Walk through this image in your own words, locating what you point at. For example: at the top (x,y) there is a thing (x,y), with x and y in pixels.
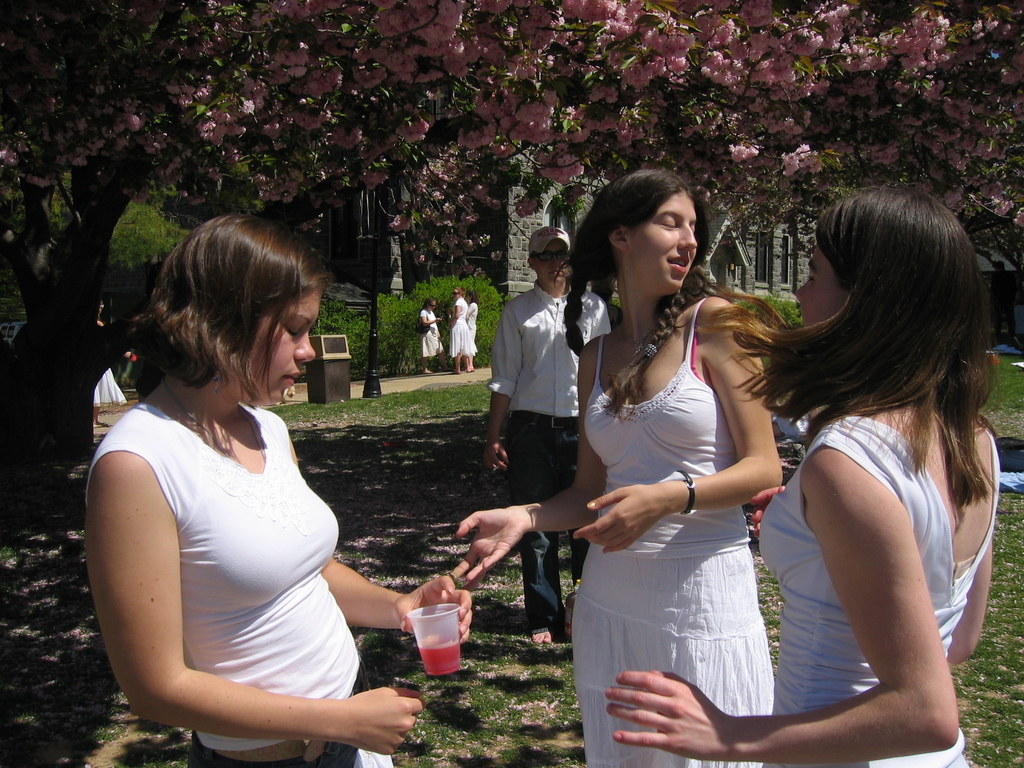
The girl (262,605) on the left side of the picture (205,580), we see a girl (285,594) in white T-shirt (281,614) is holding a glass (429,645) containing pink color liquid (444,665) in her hand (466,634). Beside her, we see three people (750,404) standing. Behind them, there are three people (469,352) standing. Beside them, we see a garbage bin (346,369) and a pole (373,360). There are trees (151,254) in the background (409,179). We see a building (490,270) which is made up of cobblestones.
